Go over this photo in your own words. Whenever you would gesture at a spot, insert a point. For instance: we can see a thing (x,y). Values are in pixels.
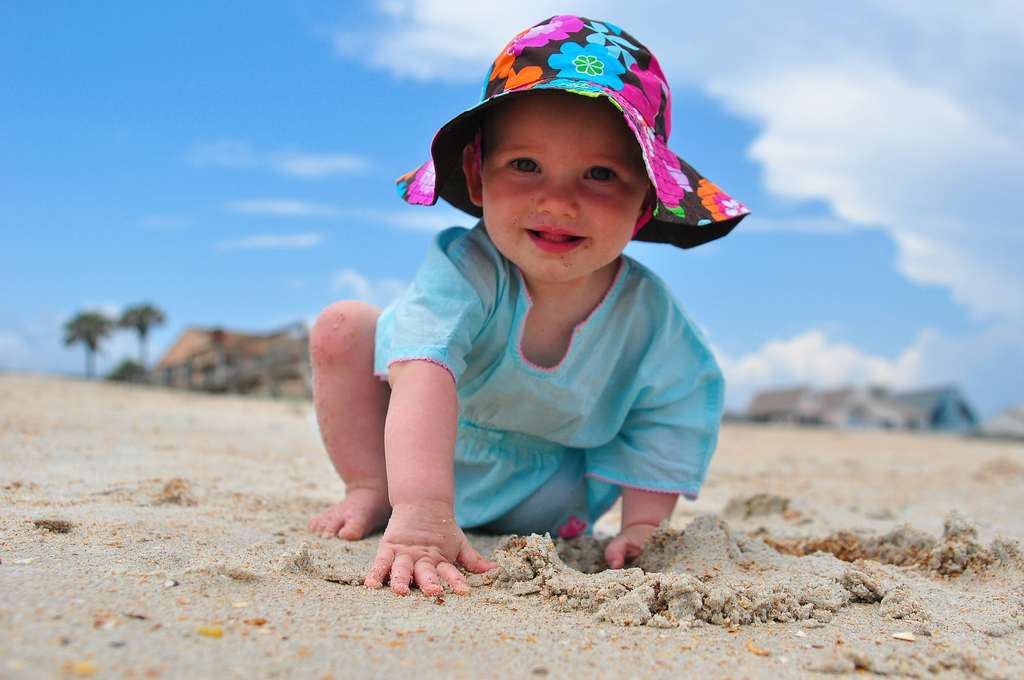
Here a little cute baby (545,126) is on the sand (740,458), she wore a blue color dress (619,423) and a colorful hat (591,49).
